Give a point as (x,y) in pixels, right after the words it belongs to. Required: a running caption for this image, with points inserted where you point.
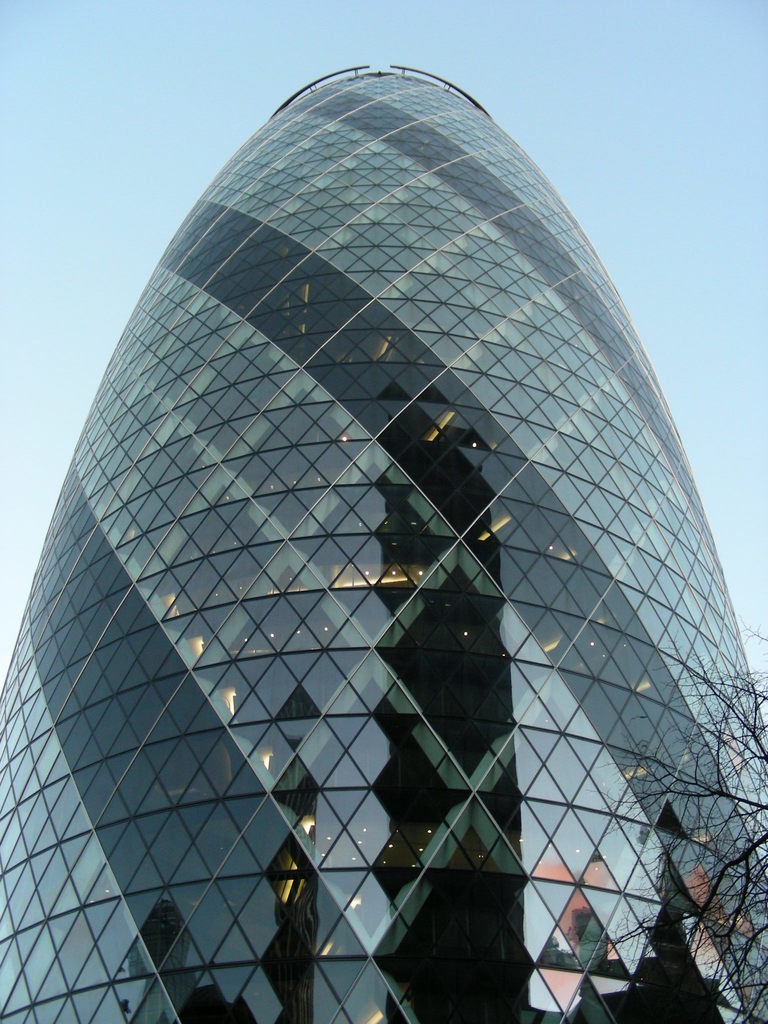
In this picture we can see an architecture building (294,478). On the right side of the image (756,708), there is a tree (707,937). Behind the building (360,264), there is the sky (294,72).
